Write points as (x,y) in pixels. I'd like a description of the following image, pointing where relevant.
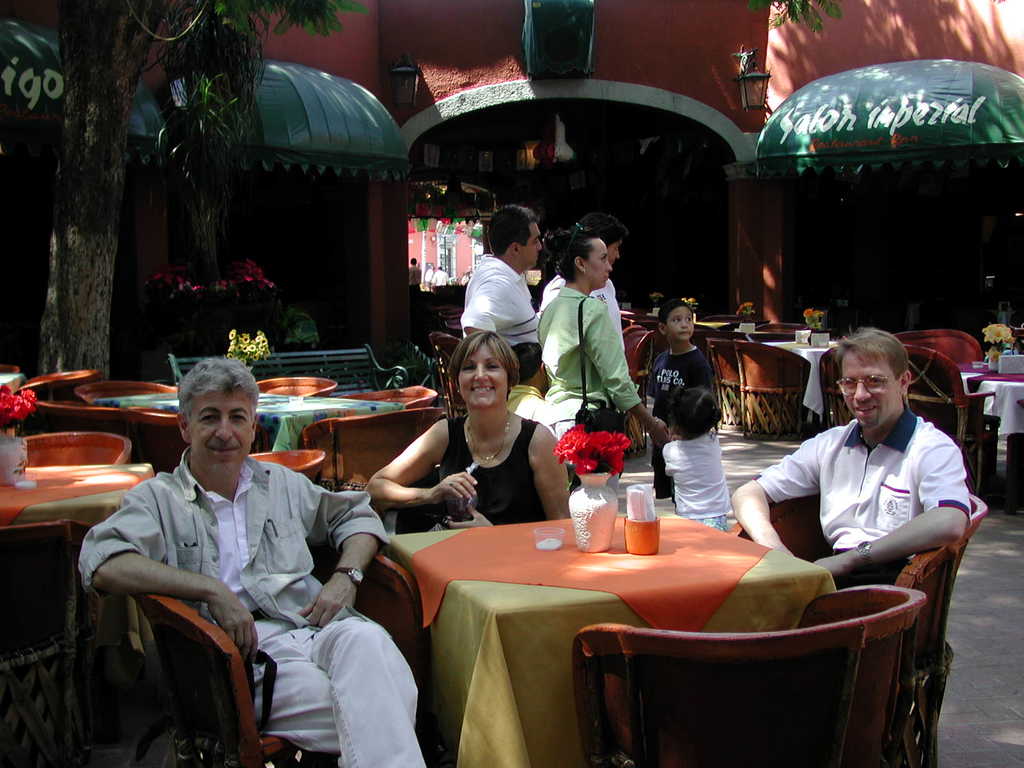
This picture is of outside. On the right (787,343) we can see there are tables (1005,396) and chairs (786,330). In the center (630,507) there is a table (596,575) and we can see a flower vase (594,494) and tissue paper stand (645,519) placed on the top of the table (634,568). On the left (184,499) there is a man (249,558) sitting on the chair (228,682) and there is a woman (511,425) and a man (870,491) sitting on the chairs (911,566), behind them there are group of persons (617,362) standing. In the background (198,63) we can see a tree (112,125), some shops (455,131) and also the building (434,54) and a bench (333,351).
